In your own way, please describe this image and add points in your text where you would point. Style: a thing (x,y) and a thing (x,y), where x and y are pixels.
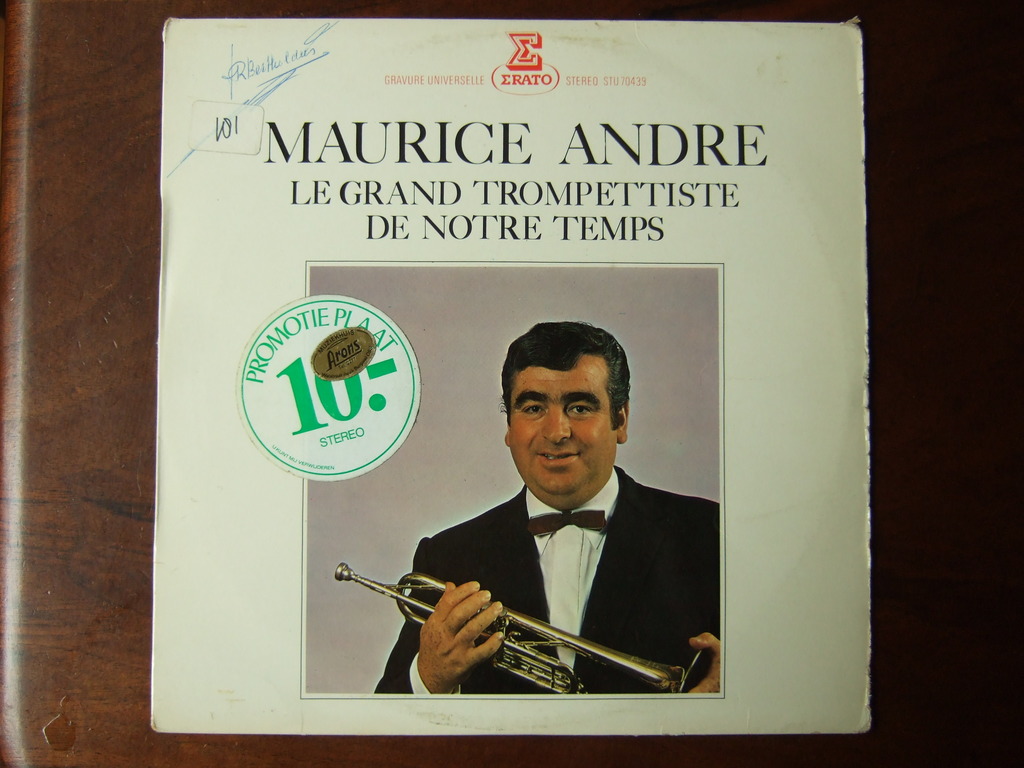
In this image there is a record cover (287,142), there is text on the record cover (279,125), there are stickers (349,393) on the record cover (264,170), there is text (322,380) on the stickers (346,357), there is a person (548,422) holding a musical instrument (382,590), at the background of the image (918,425) there is a table (939,317).
